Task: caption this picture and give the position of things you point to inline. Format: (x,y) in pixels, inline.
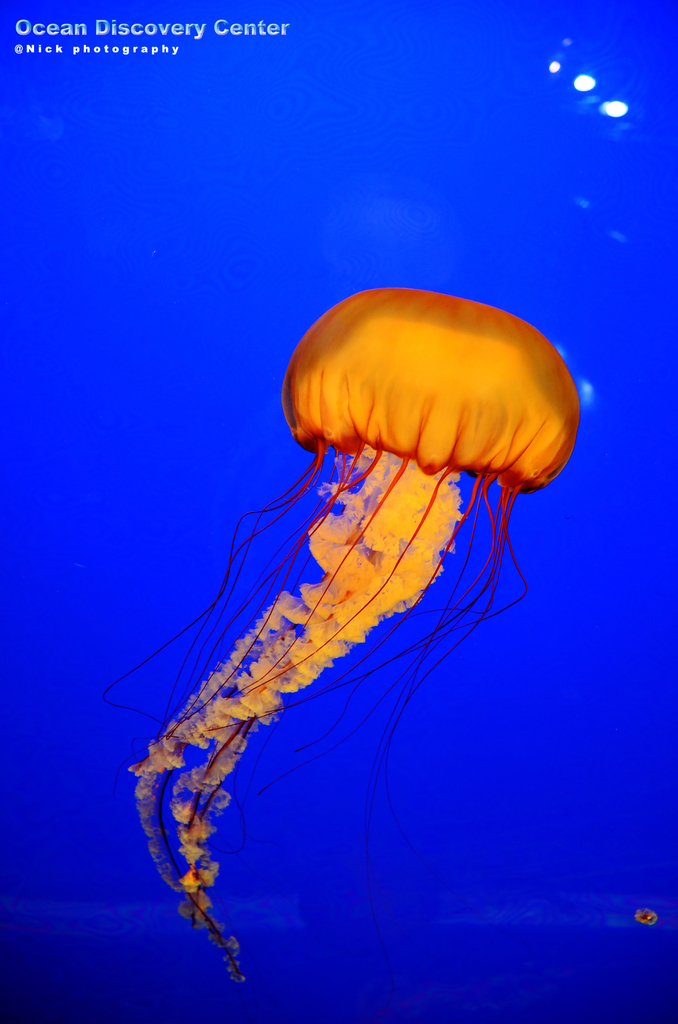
In this image I can see the jellyfish (390,316) and the fish (383,452) is in orange color and I can see the blue color background (509,841).
